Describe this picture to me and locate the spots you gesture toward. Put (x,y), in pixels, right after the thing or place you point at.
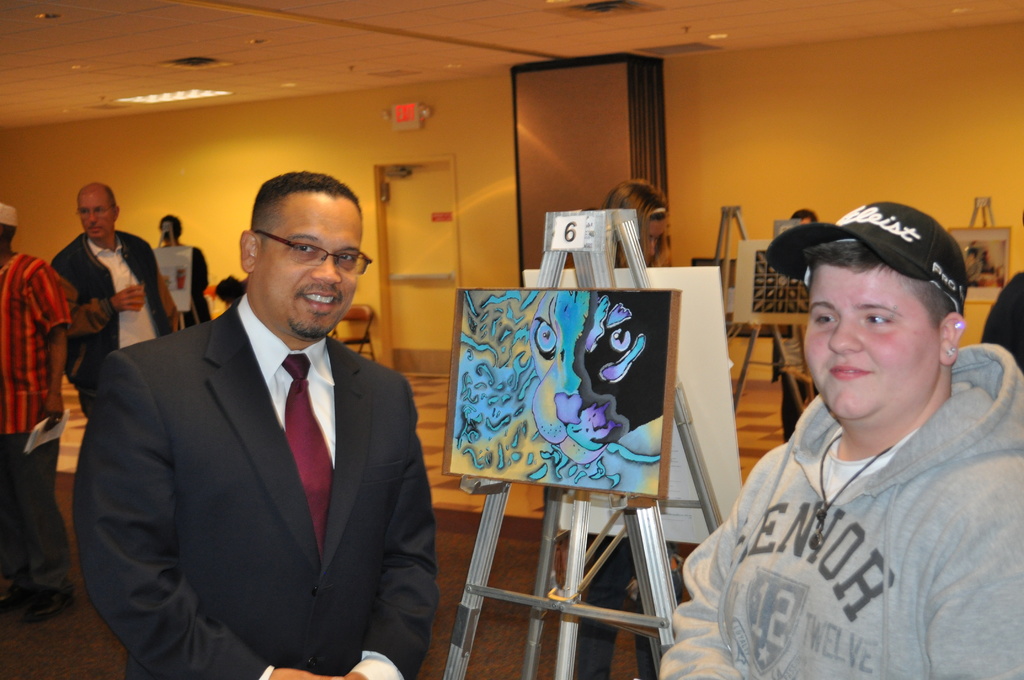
In this image we can see a few people (202,404), among them some are holding the objects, there are some stands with boards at the top of the roof (373,54), we can see some lights (154,97), there is a door (412,355), chair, cupboard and an exit board (398,114) on the wall (400,144).
